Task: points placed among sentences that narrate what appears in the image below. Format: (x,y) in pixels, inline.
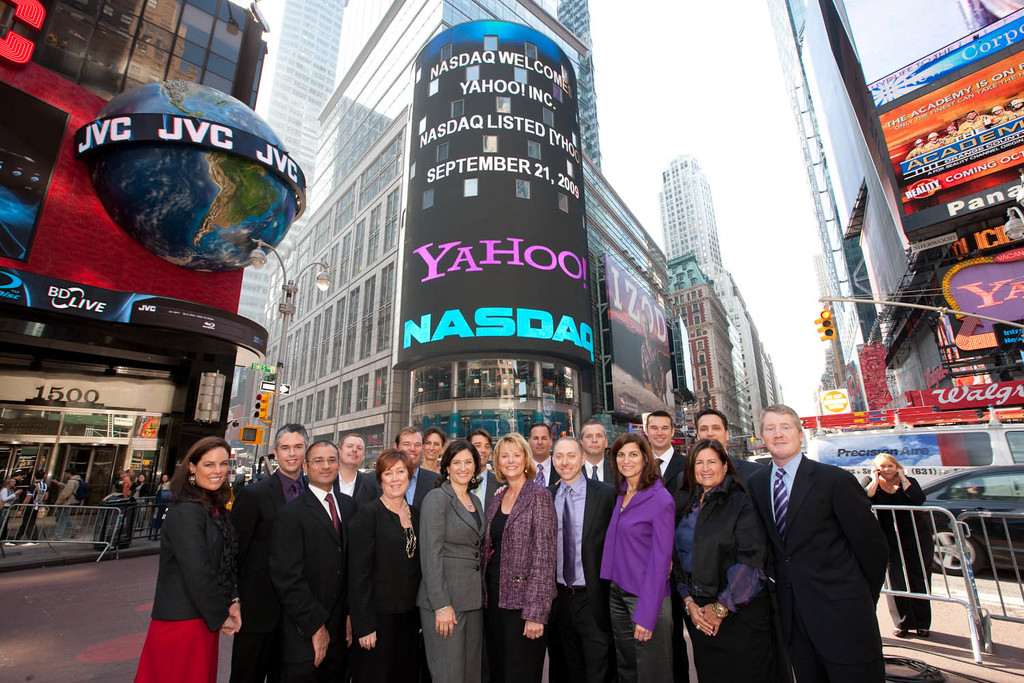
In this picture we can see some people (754,541) are standing in the front (383,544), on the right side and left side there are barricades (1009,541), in the background (715,222) we can see buildings (316,413), there are some boards (906,186), poles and traffic lights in the middle (661,338), there is the sky (780,313) at the top of the picture (666,23).
